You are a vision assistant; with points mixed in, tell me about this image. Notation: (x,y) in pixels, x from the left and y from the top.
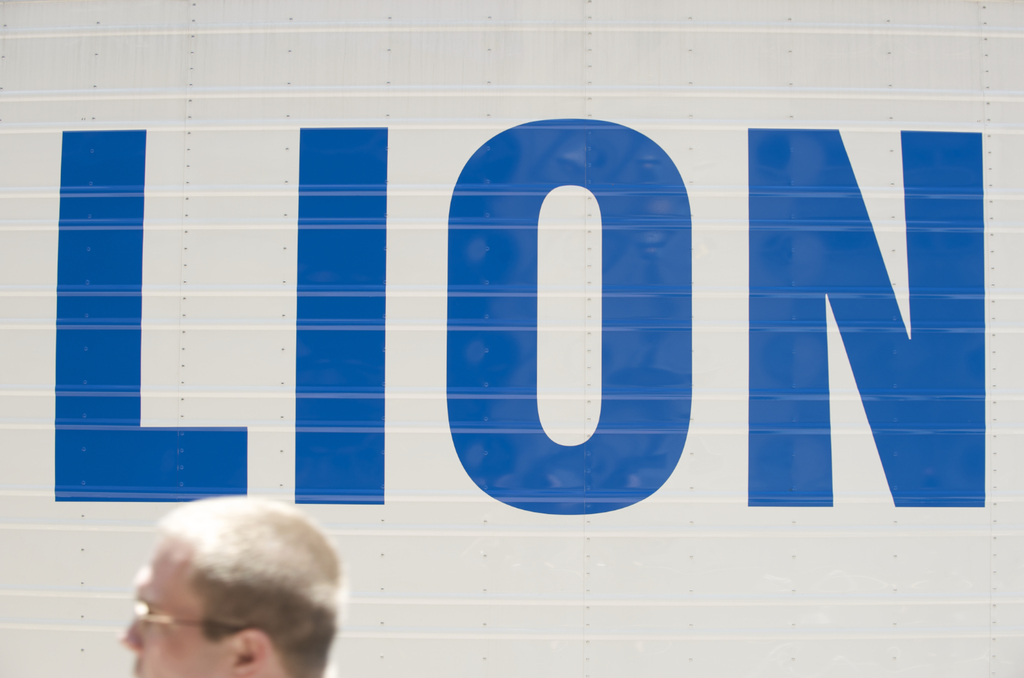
In this image we can see the head (291,613) of a person (291,626). In the background (292,364), we can see some text (927,270) on the surface (256,251).
